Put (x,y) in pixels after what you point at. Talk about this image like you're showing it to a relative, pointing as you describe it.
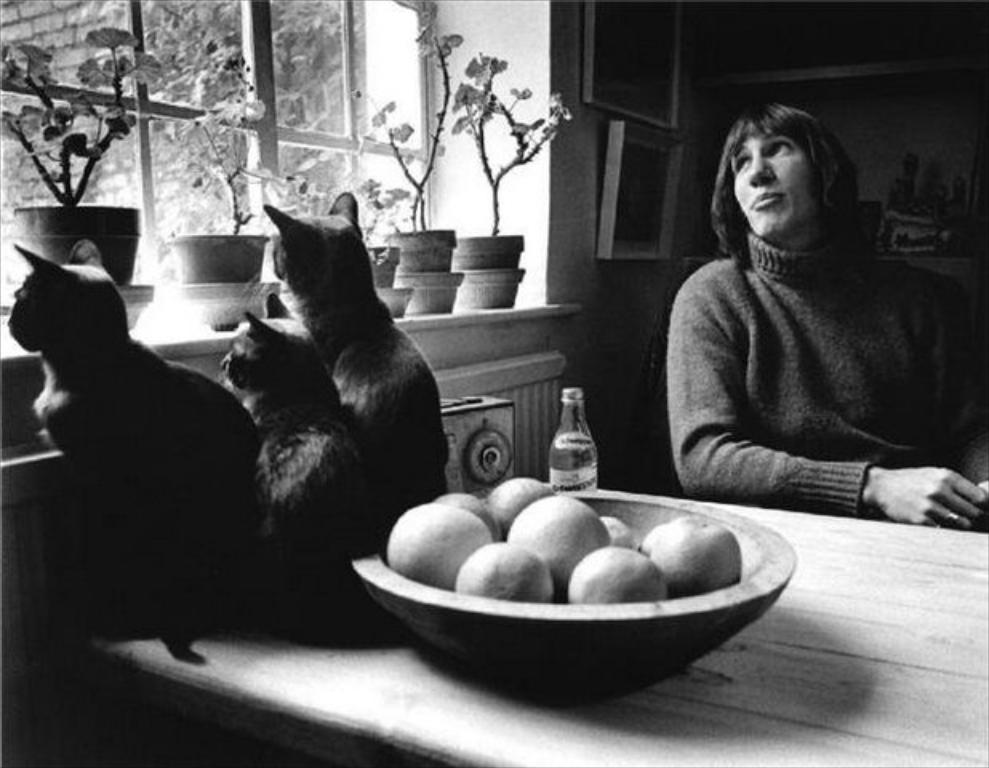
Here we can see a woman (744,331) sitting on the chair (650,409), and in front (563,550) here is the table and fruits (578,557) and cats (237,524) and some more objects (708,597) on it, and here are the flower pots (489,254), and here is the window (285,36).
